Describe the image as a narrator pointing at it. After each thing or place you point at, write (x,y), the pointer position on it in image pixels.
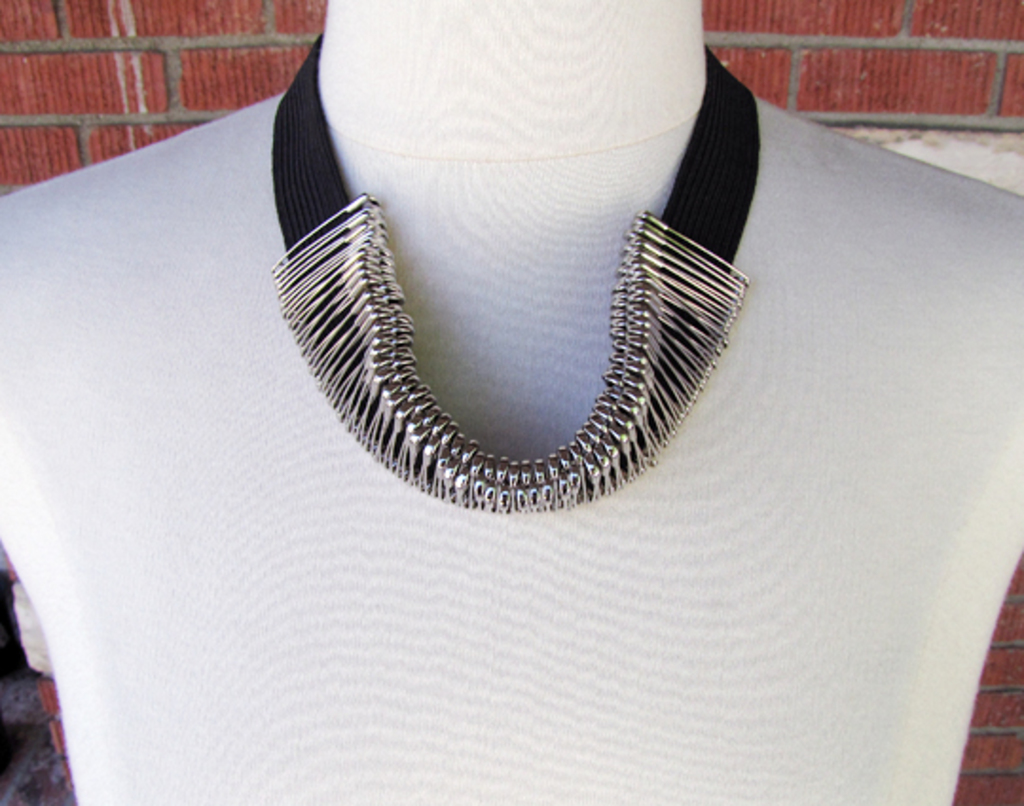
In this picture there is a chain (578,457) on the artificial human being (468,597). At the back (318,25) there is a wall (312,34).
